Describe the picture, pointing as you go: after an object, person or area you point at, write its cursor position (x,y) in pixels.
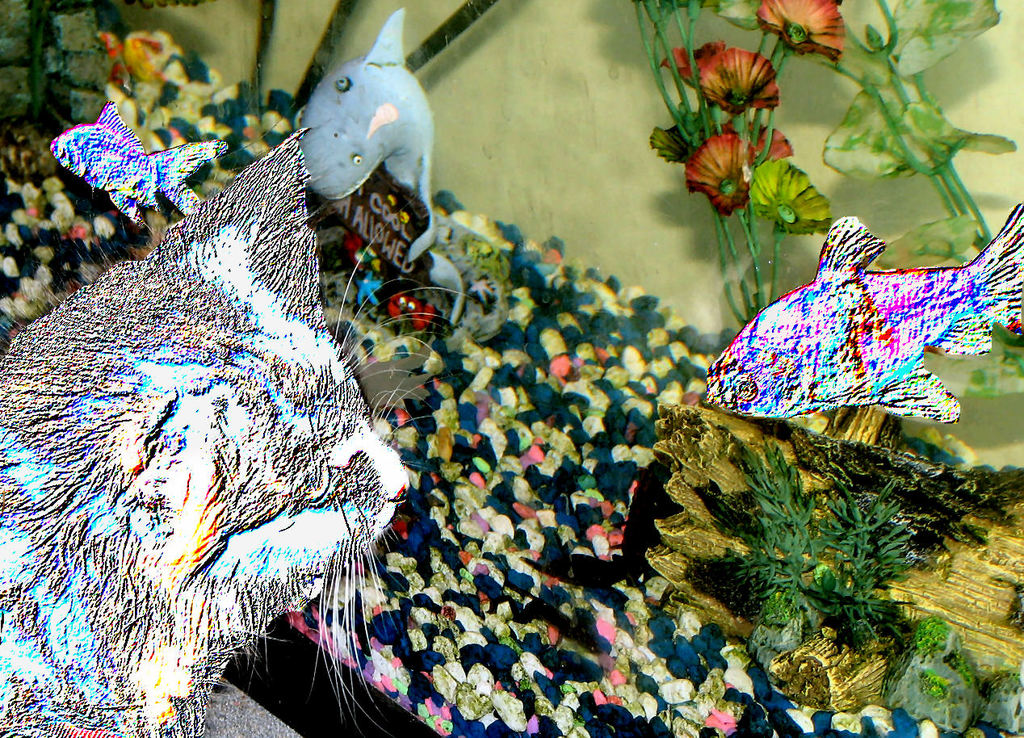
This image consists of an aquarium (521,362). In which we can see the fishes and stones (450,518) along with artificial plants (749,450). On the left (185,394), it looks like a cat (222,252).
